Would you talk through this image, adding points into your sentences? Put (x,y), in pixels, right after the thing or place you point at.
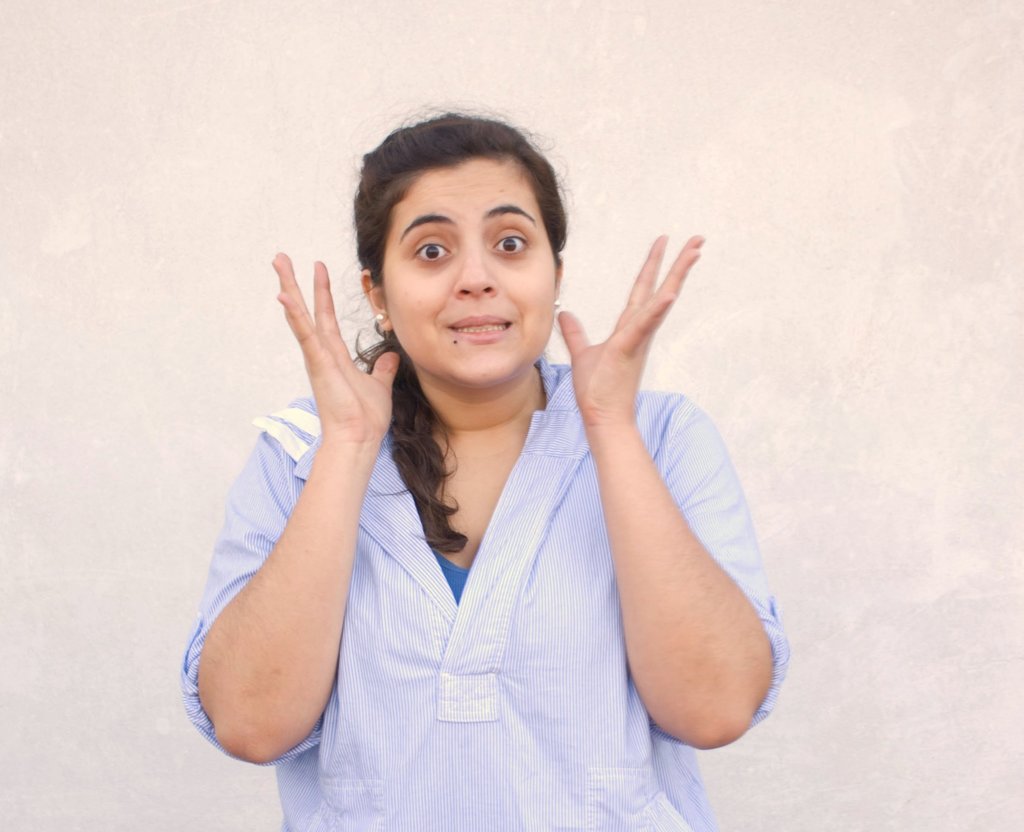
In this image I can see a woman (458,468) and I can see she is wearing blue colour dress (478,656). I can also see white colour in background (776,353) and I can see earrings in both of her ears (381,312).
